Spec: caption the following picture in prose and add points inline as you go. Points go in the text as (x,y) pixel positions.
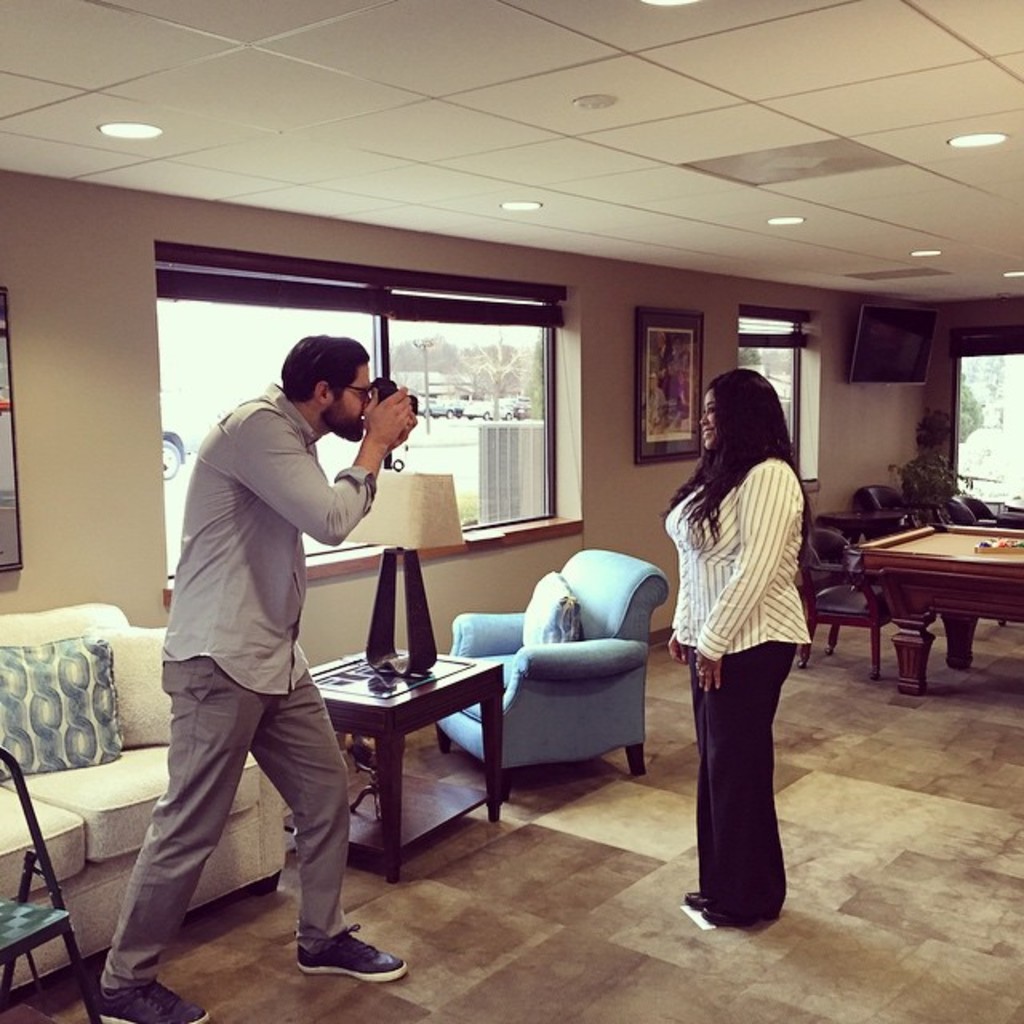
The image consists of a man (292,437) taking picture of a woman (736,501), it seems to be in a living room (350,330). There is sofa (76,779) on back side of the man (292,759) and in front there is a lamp (412,563) and on ceiling (836,210) there are lights (787,224).
